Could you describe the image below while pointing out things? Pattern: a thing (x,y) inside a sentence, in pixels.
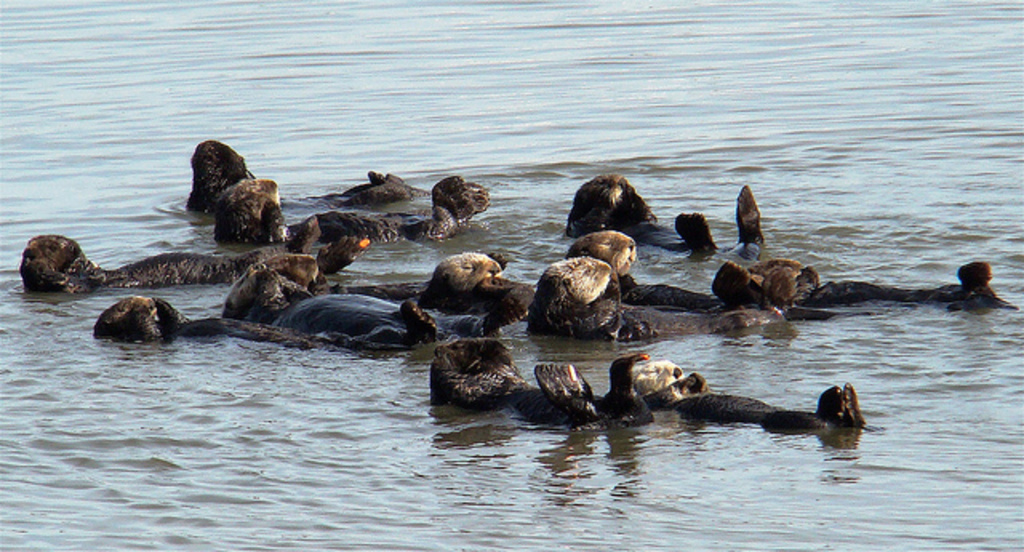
This picture shows few animals (432,320) in the water (509,422).
